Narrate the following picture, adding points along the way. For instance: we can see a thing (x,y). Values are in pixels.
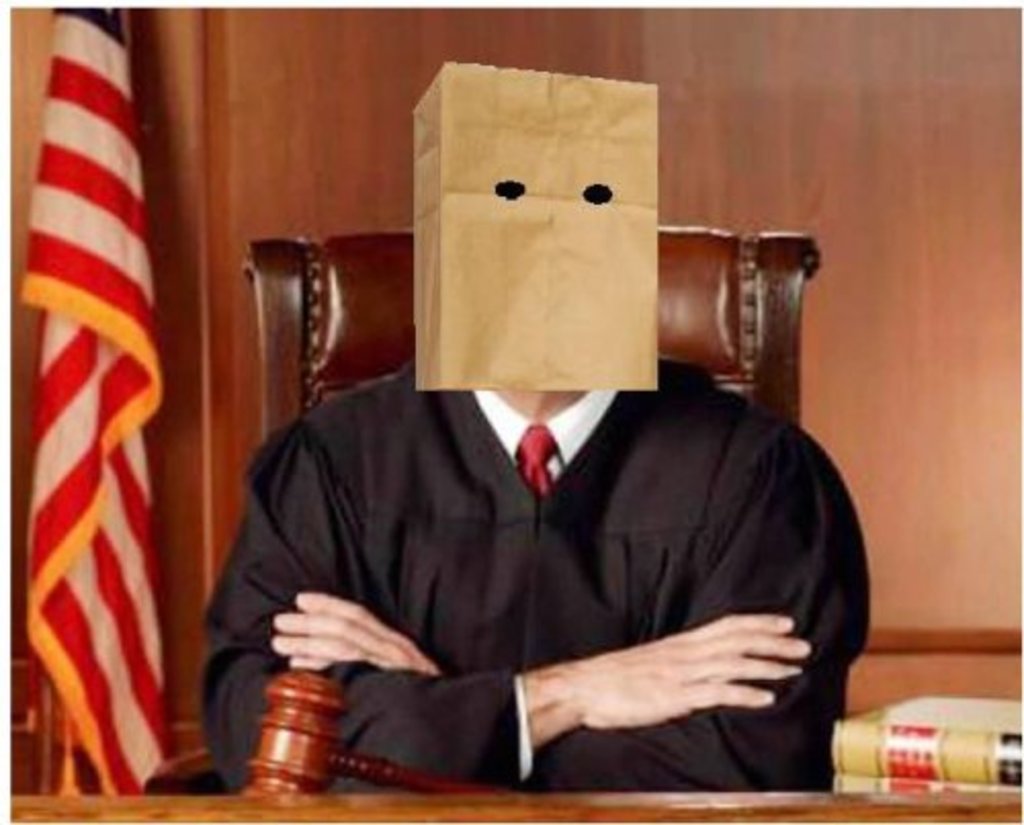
In the foreground of this edited image, there is a man (558,517) sitting on the chair (374,322) and a bag (481,314) with two holes (520,185) is over his face (547,340). In front of him there is a gavel (335,751), table (618,812) and books (903,756). In the background (281,196), there is wooden wall (260,115) and a flag (42,336).
